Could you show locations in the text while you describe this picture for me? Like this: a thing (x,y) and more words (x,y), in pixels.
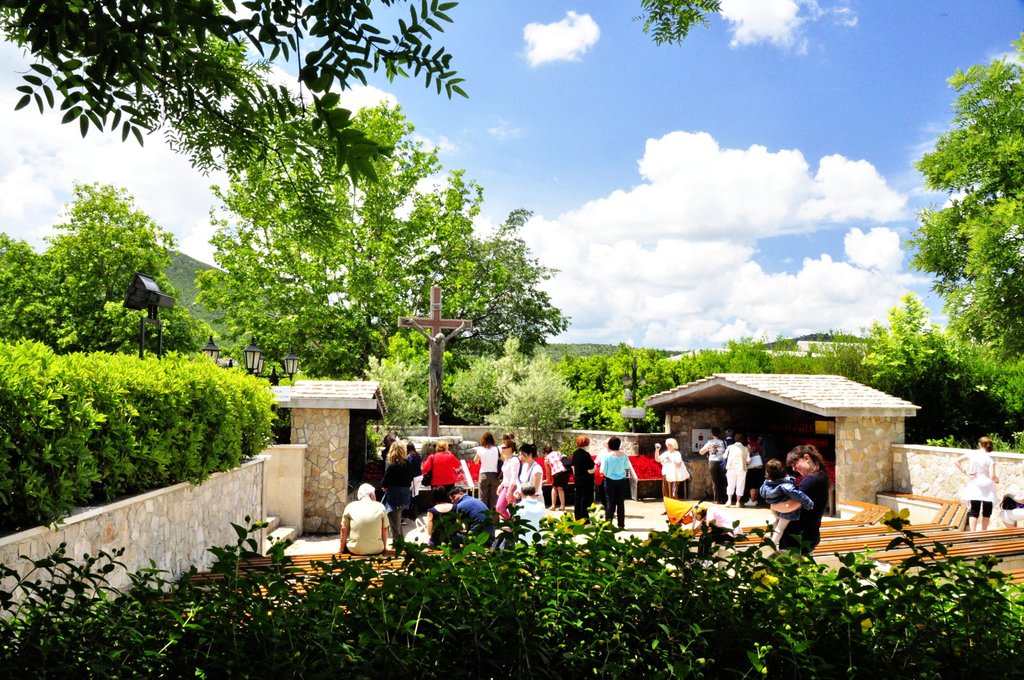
At the bottom (532,573) I can see plants (552,584). In the middle (508,408) I can see a fence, crowd (508,490), poles (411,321) and trees (617,364). On the top (589,152) I can see the sky (646,153). This image is taken during a sunny day.
